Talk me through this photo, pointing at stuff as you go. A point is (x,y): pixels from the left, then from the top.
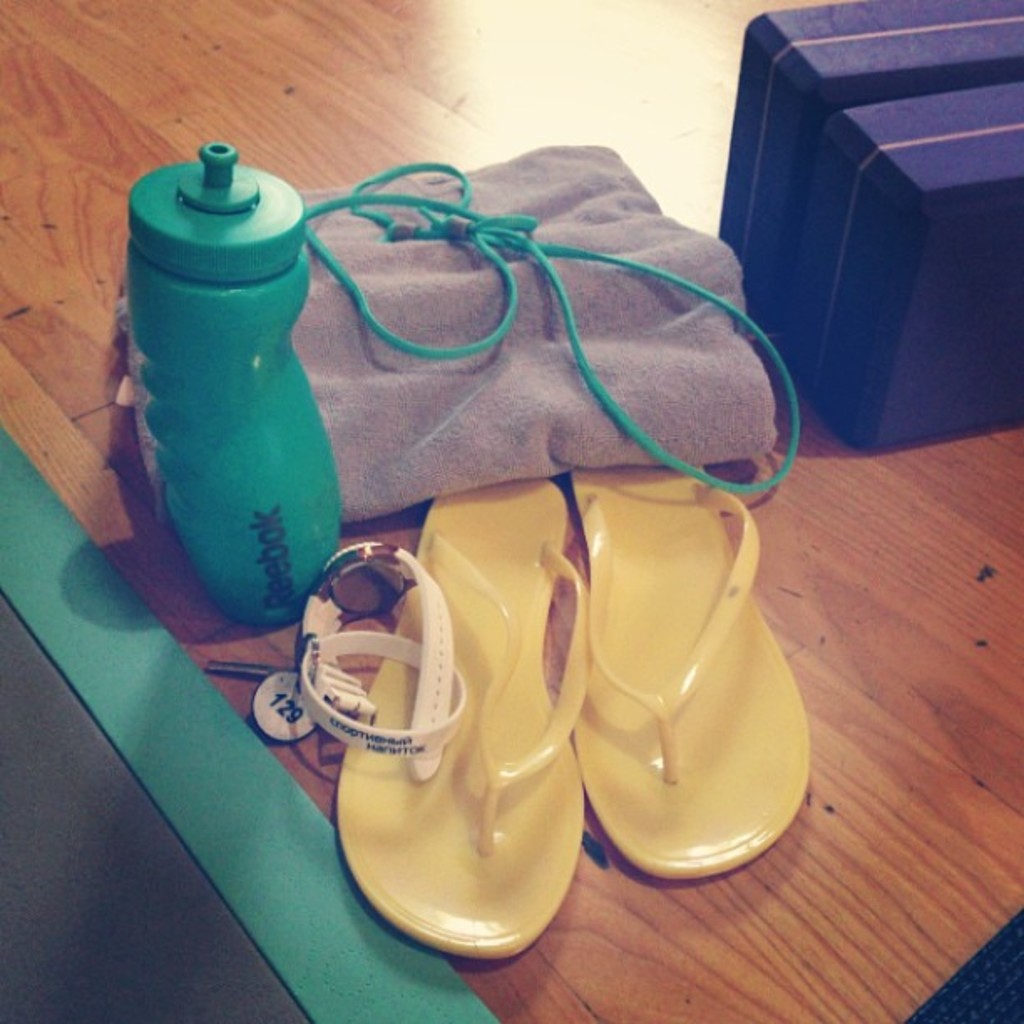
In this image there is a bottle (223,371), cloth (512,265), rope (644,265), sandals (478,605), watch (310,698), keys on the floor (992,596).
